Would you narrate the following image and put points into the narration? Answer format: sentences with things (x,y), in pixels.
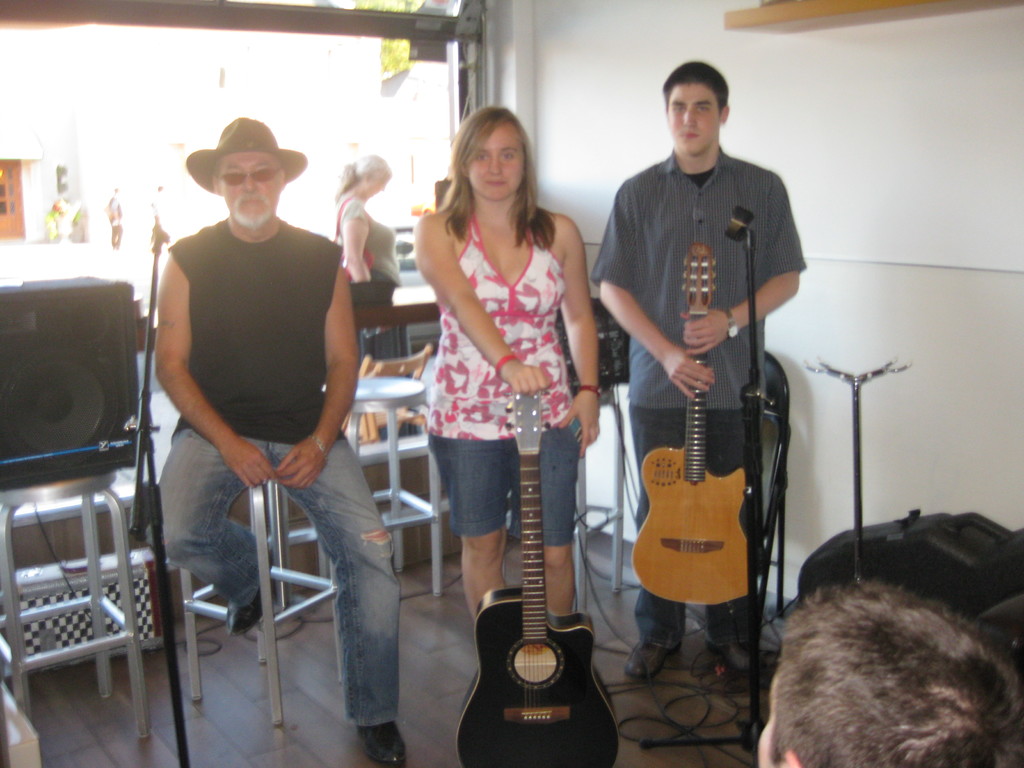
In this image there are two persons (658,305) who are standing and they are holding guitars (671,486). On the left side (224,423) there is one person (294,442) who is sitting beside him there is one sound system (56,354). On the background (605,47) there is a wall (782,65) and on the bottom (705,714) there are some wires (727,663) and on the top of the left corner there is a door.
